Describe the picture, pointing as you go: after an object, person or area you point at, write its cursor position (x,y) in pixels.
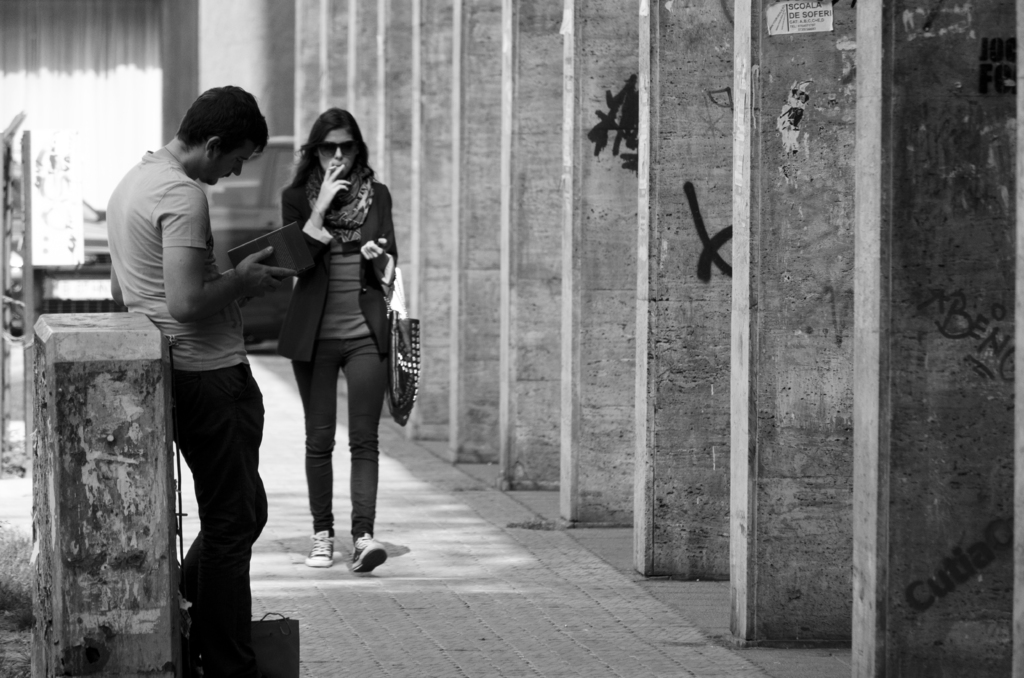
In this image, we can see people (201,278) and one of them is holding a book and the other is wearing a bag (404,356) and glasses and holding a cigarette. In the background (561,165), we can see a poster (780,21) on the wall (759,311) and there is graffiti (631,157). At the bottom (539,543), there is a road (447,574).
